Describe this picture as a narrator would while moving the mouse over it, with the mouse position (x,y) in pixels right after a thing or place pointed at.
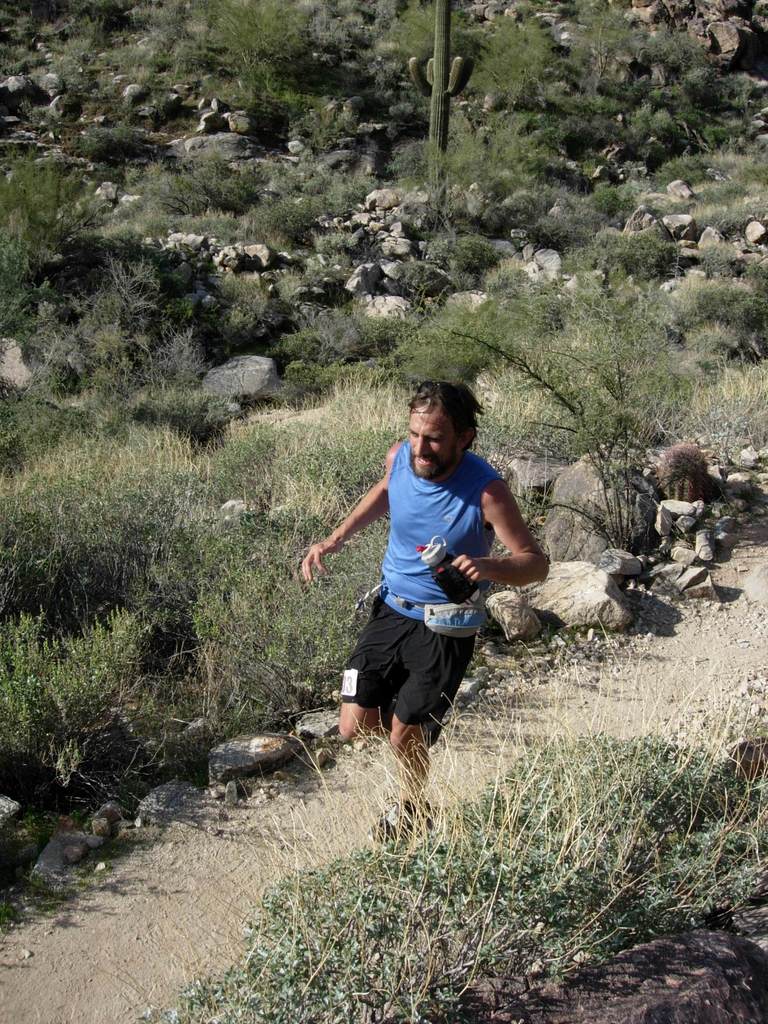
This image is taken outdoors. At the bottom of the image (364,977) there is a ground (171,967) with grass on it and there are a few plants (392,862) on the ground (209,956). In the background (289,319) there are many plants (124,526) with leaves (167,618) and stems (482,340). There are many rocks (586,604) and stones (592,510) on the ground (178,977). There is a cactus (438,172). In the middle of the image (389,487) a man (377,669) is running on the ground (259,868) and he is holding a bottle (439,571) in his hand (462,557).
